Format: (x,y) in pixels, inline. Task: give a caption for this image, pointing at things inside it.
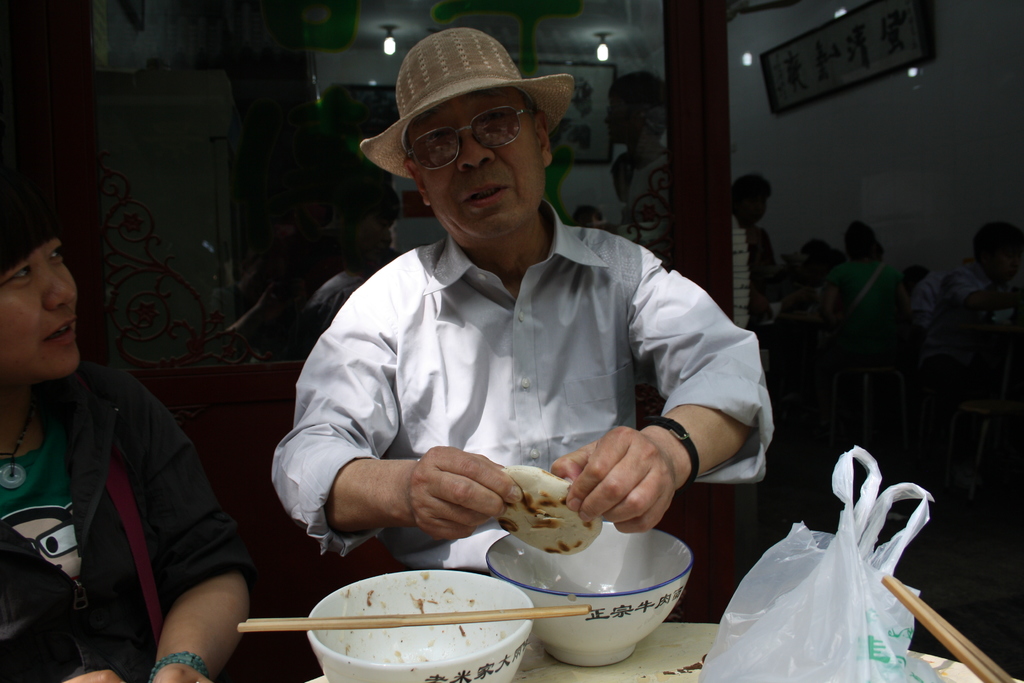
In this picture we can see a man (673,398) who is holding some food (566,486) with his hands (626,509). These are the bowls (454,609). He has spectacles (446,149) and he wear a cap (492,84). These are the chopsticks (436,616). On the background (857,103) there is a wall (873,105) and this is frame (852,86). Here we can see some persons (856,283) and these are the lights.
